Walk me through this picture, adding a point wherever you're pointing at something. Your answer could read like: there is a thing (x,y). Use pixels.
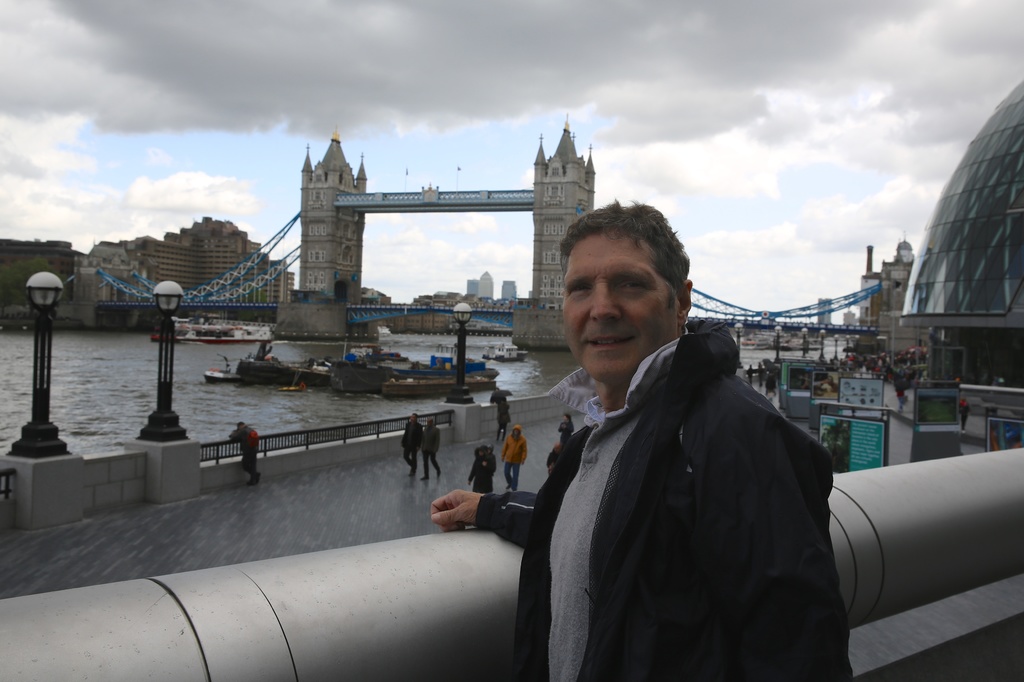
This picture is clicked outside. In the foreground (681,515) we can see a man (687,329) wearing jacket (610,582) and standing. In the center (411,435) we can see the group of people (428,430), railings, lampposts (820,332), bridge (812,322) and many other items (859,426). On the right corner (988,213) we can see the dome (941,275) and we can see the boards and some objects (287,364) in the water body (305,355). In the background (745,184) we can see the sky (756,178) which is full of clouds (745,184) and we can see the buildings (183,260), spires (341,156), bridge (502,202) and many other objects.
